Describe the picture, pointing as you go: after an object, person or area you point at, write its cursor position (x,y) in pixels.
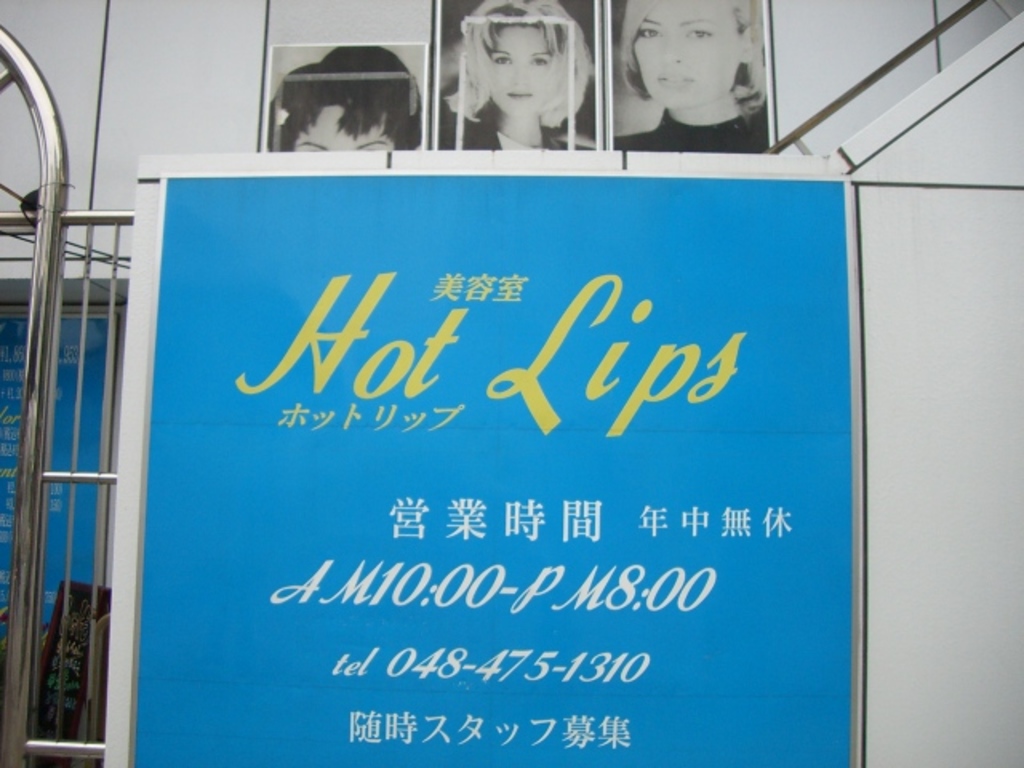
In this picture we can see posters (620,326) with some information. We can see railing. In the background (270,131) we can see the posters (505,56) of people (344,103).
